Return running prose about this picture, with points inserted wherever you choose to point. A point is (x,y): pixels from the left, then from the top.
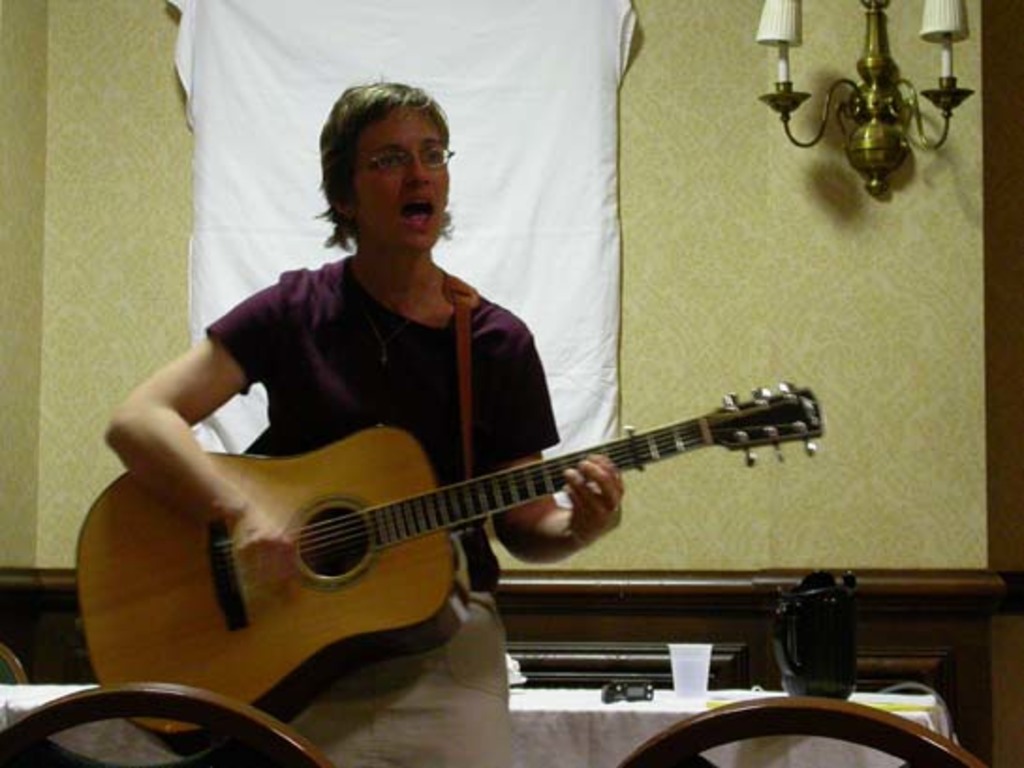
In this image there is woman (511,348) playing a guitar (353,517) and in background (705,705) there is table (684,706), glass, jug (792,668), lamp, chair (690,738).
